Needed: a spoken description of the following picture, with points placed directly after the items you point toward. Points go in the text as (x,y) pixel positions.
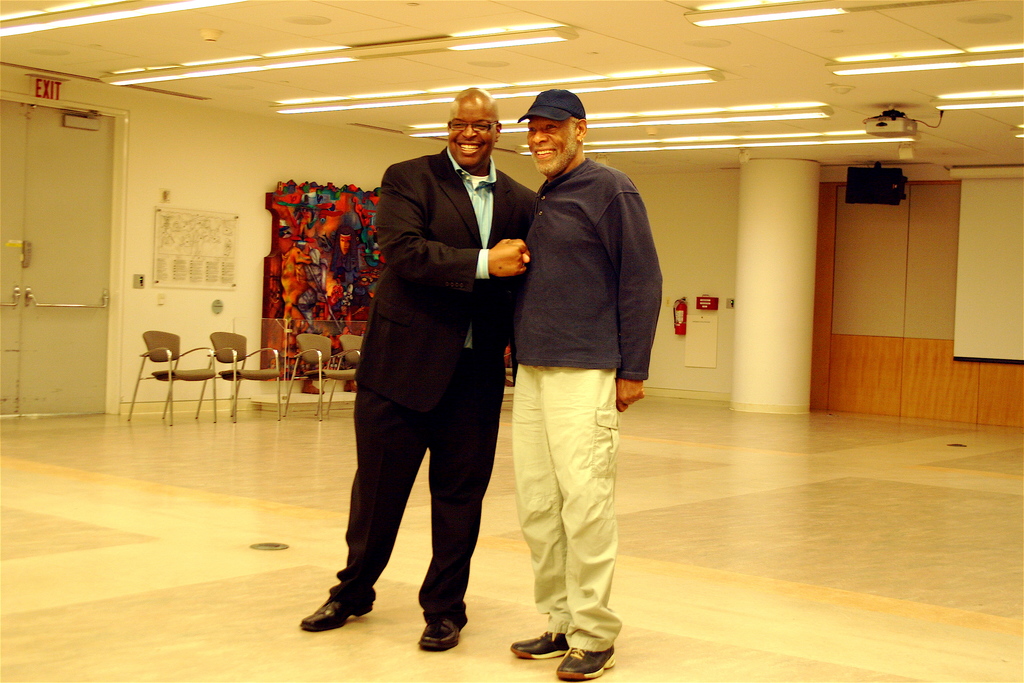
In this image I can see two people (455,457) standing and facing towards the left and posing for the picture, I can see some chairs (312,339) behind them and a wall (249,226) with design (306,265), a board (204,247) with some text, doors (62,216), a pillar (766,229), a screen (999,316), a projector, a fire extinguisher (682,314) behind them.
